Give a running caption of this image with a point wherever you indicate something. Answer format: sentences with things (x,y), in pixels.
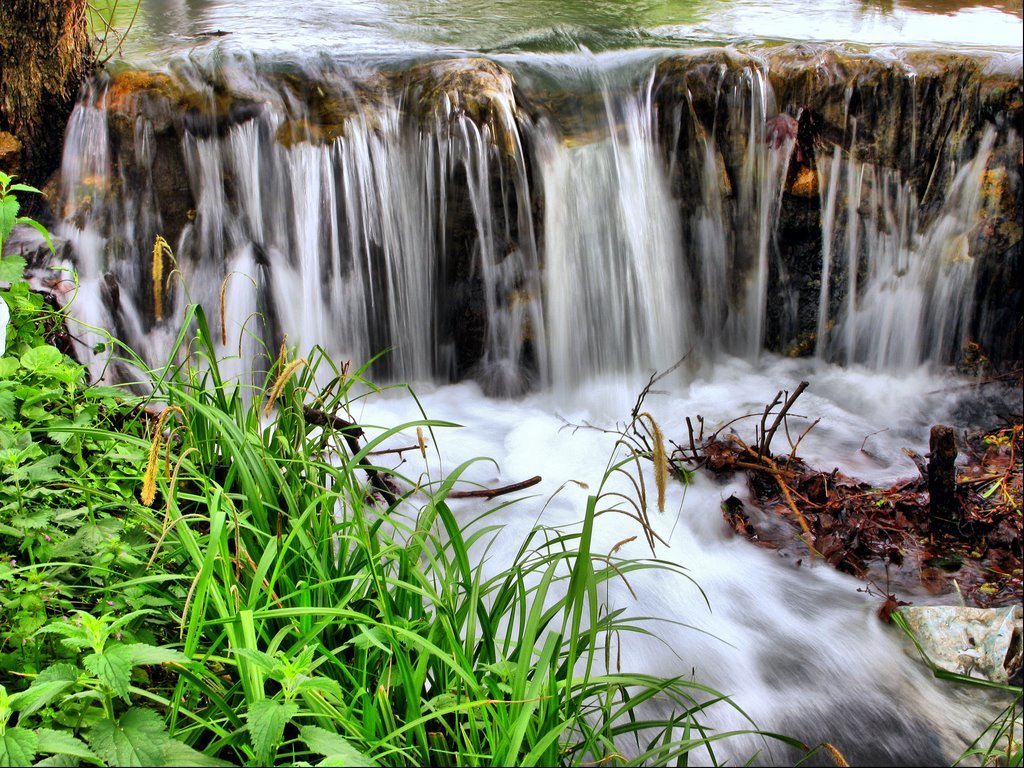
In this image we can see some plants (112,739), grass (160,263) which is in green color, there is water fall (325,79) and in the background of the image (989,29) there is water (623,2).
